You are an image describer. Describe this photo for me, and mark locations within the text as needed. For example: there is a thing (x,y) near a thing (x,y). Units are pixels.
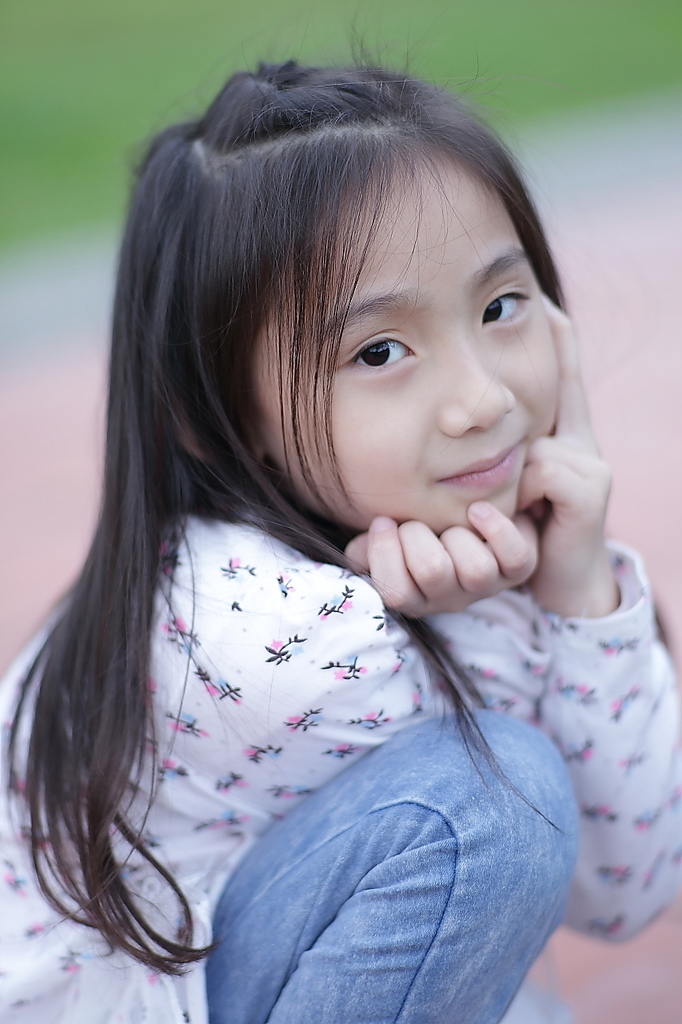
In this picture I can see a girl (370,386), and there is blur background (14,277).
